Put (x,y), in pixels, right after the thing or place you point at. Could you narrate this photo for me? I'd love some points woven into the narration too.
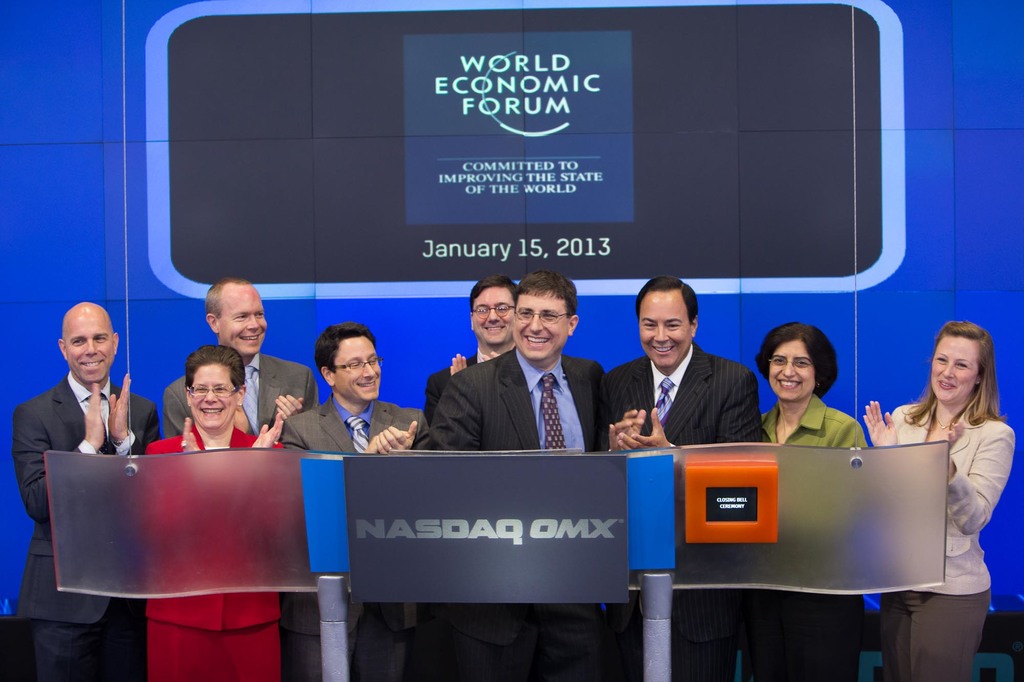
In front of the image there is a podium (706,584) hanged from the top with the ropes (124,260). Behind the podium (472,564) there are people (493,360) having a smile on their faces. In the background of the image (515,255) there is a screen (458,127) with some text (494,160) and numbers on it.
